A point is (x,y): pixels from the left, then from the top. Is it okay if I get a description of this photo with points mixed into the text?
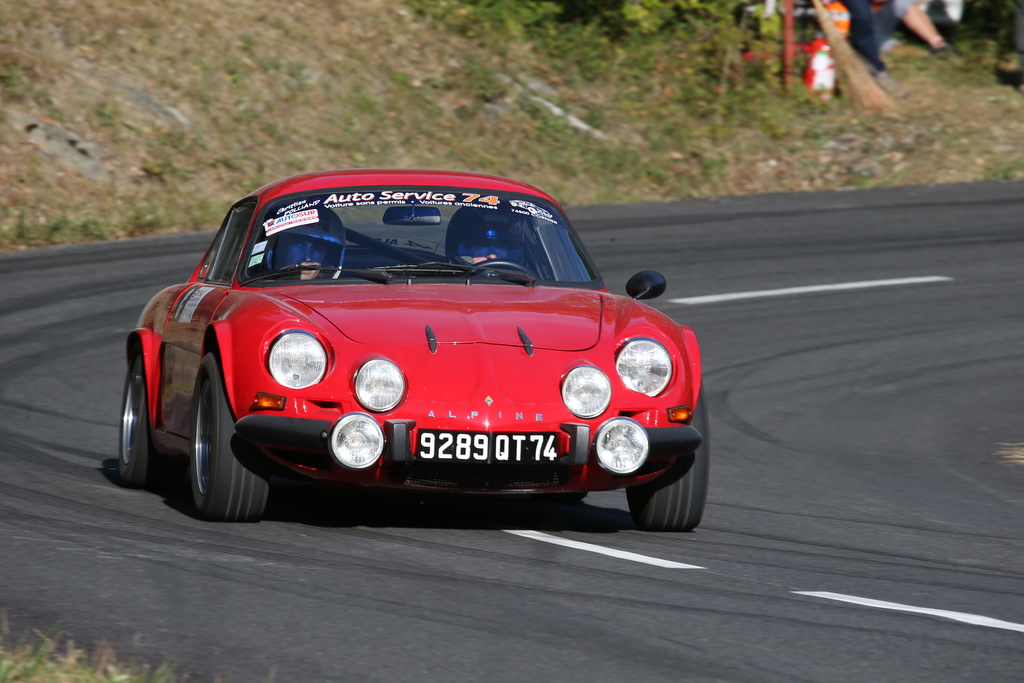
On the background (569,66) we can see dried grass land area (584,110). few plants (734,90) and broomstick (857,85). Here on the road (738,532) we can see a car (333,194) and inside the car (405,283) we can see two persons (488,248), wearing helmets (473,245).
